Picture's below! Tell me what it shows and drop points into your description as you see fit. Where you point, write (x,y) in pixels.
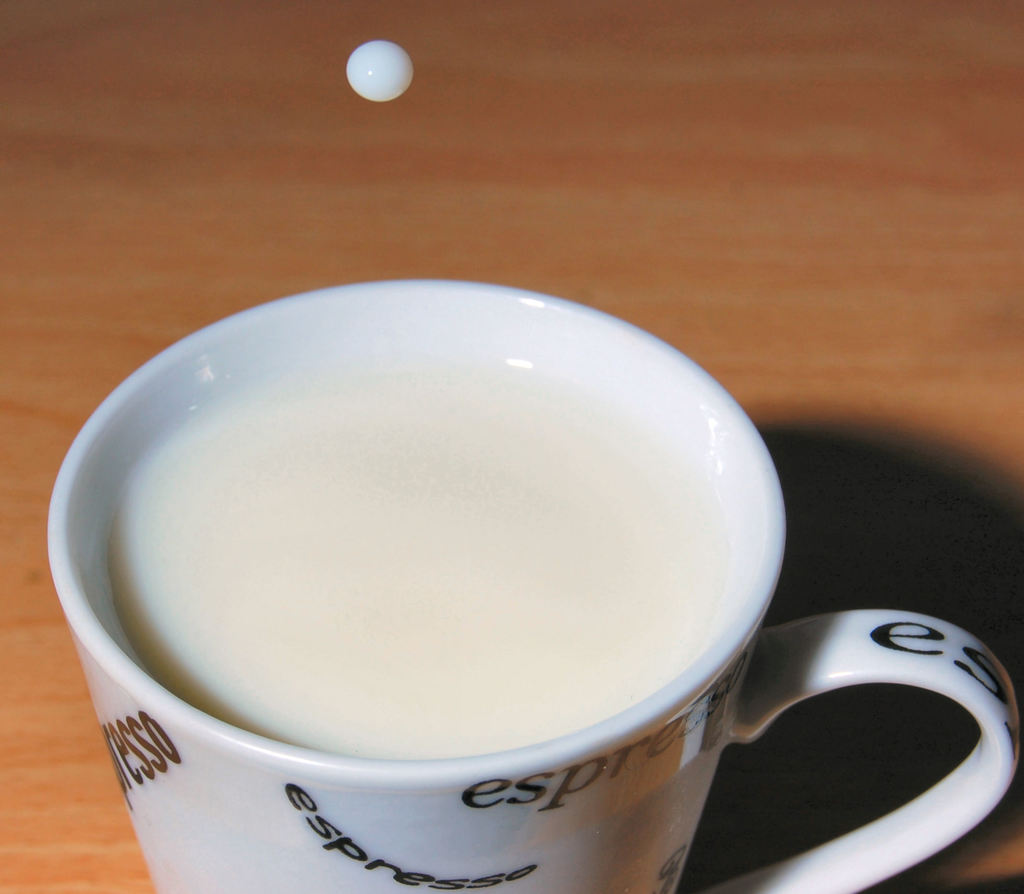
In this image, I can see a cup of milk (318,652). I think this a wooden board (451,192). This is a drop of milk (364,81).
